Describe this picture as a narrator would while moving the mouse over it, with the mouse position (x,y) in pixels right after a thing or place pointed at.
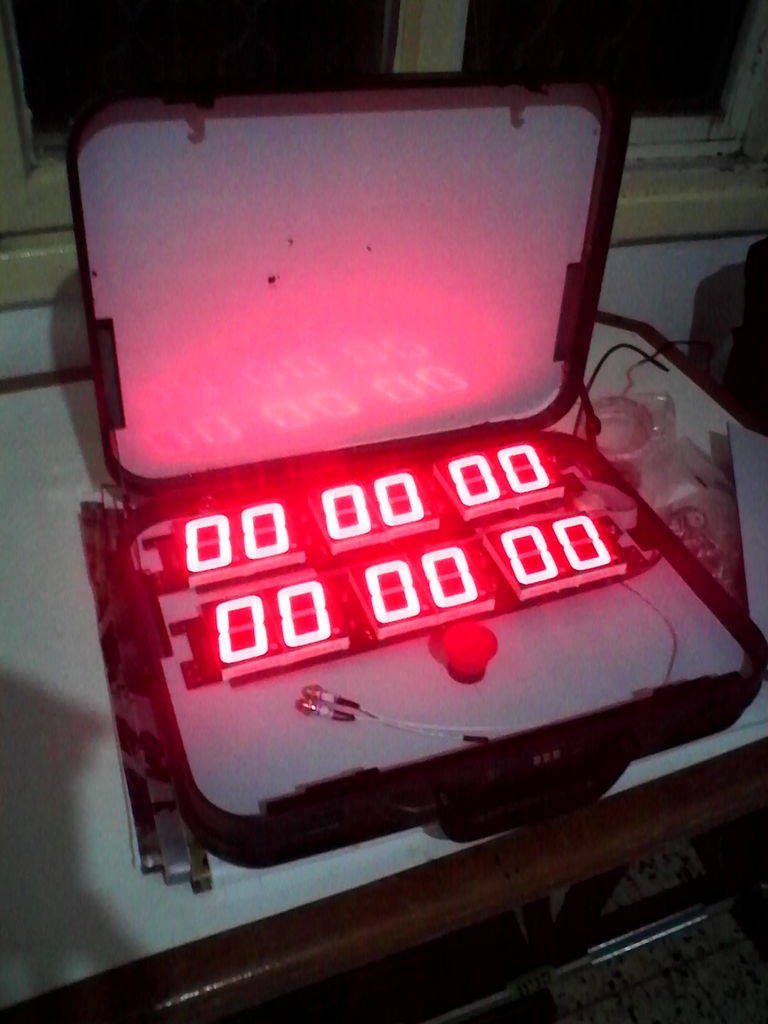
In this image we can see a led display (305,537) inside the box (409,648). In the background (669,188) we can see windows (321,10), desk (96,1014) and floor (701,1013).
